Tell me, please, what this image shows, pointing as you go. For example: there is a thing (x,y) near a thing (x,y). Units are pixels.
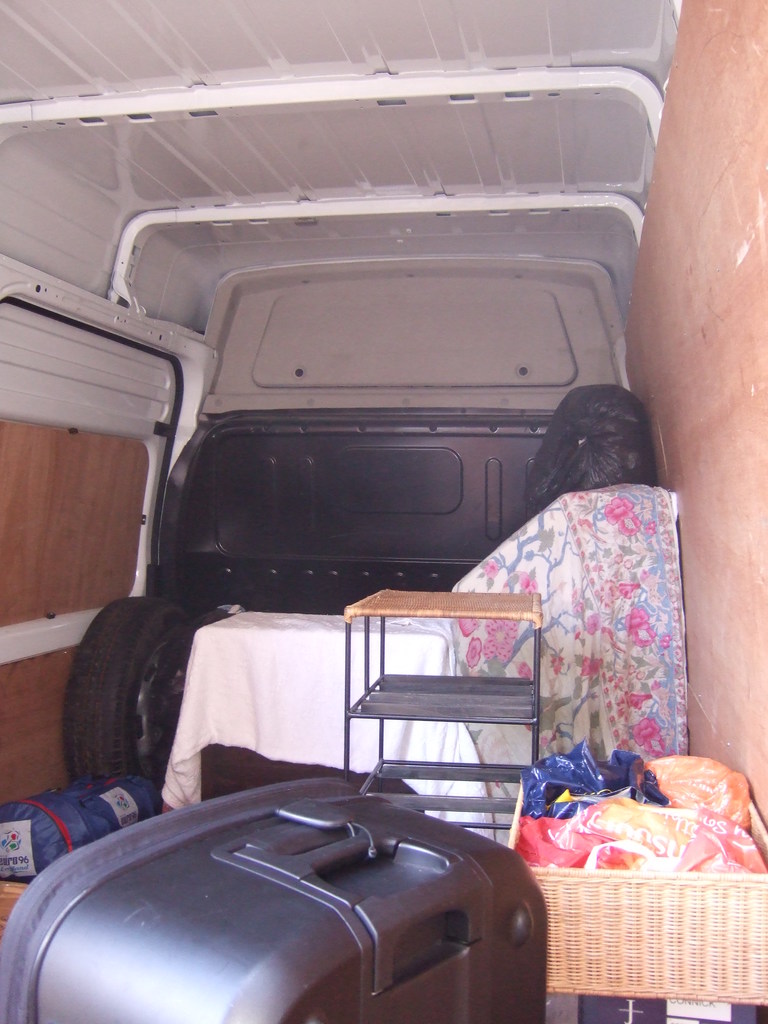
This picture consists of inside view of the vehicle (261,335) and I can see a luggage bag (153,867) and table (381,682), cloths (672,665), baskets (670,878), in basket (669,889) I can see covers (571,764) and another table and a Tyre (142,636) visible.
